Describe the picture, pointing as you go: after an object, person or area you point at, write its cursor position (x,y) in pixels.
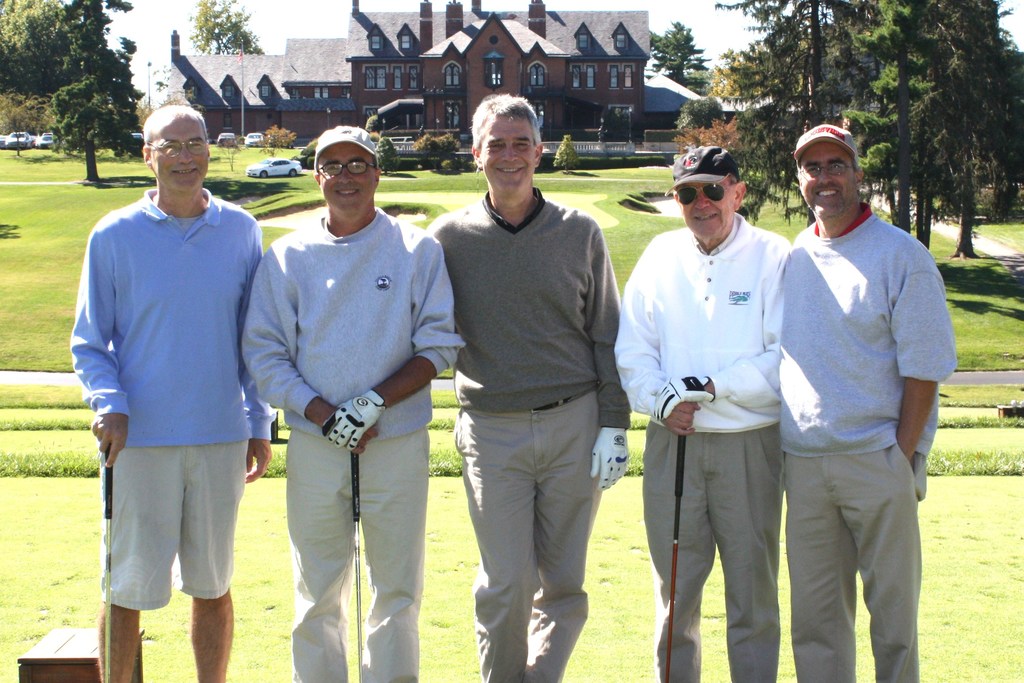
In this image we can see five persons (535,211) and among them few people (413,254) are holding objects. Behind the persons (494,289) we can see a group of trees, plants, vehicles (281,172), grass (444,445) and a building (534,25). At the top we can see the sky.
